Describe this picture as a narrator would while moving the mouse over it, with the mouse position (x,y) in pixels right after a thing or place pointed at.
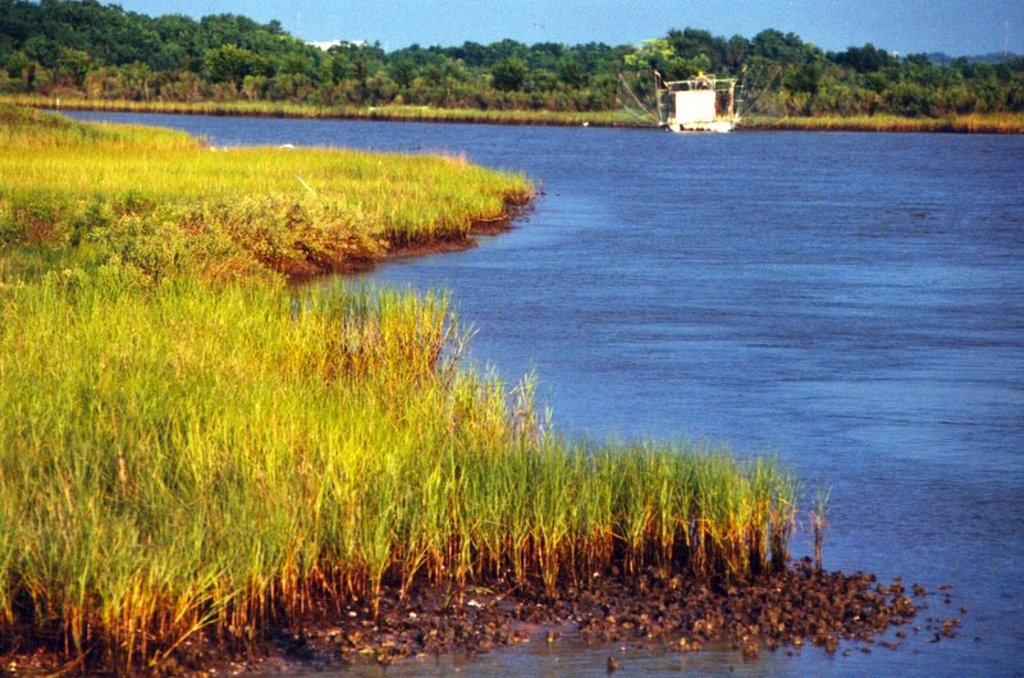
In this image we can see grass (331,416), water (552,281). In the background of the image (678,65) there are trees (194,78), sky (431,38).
